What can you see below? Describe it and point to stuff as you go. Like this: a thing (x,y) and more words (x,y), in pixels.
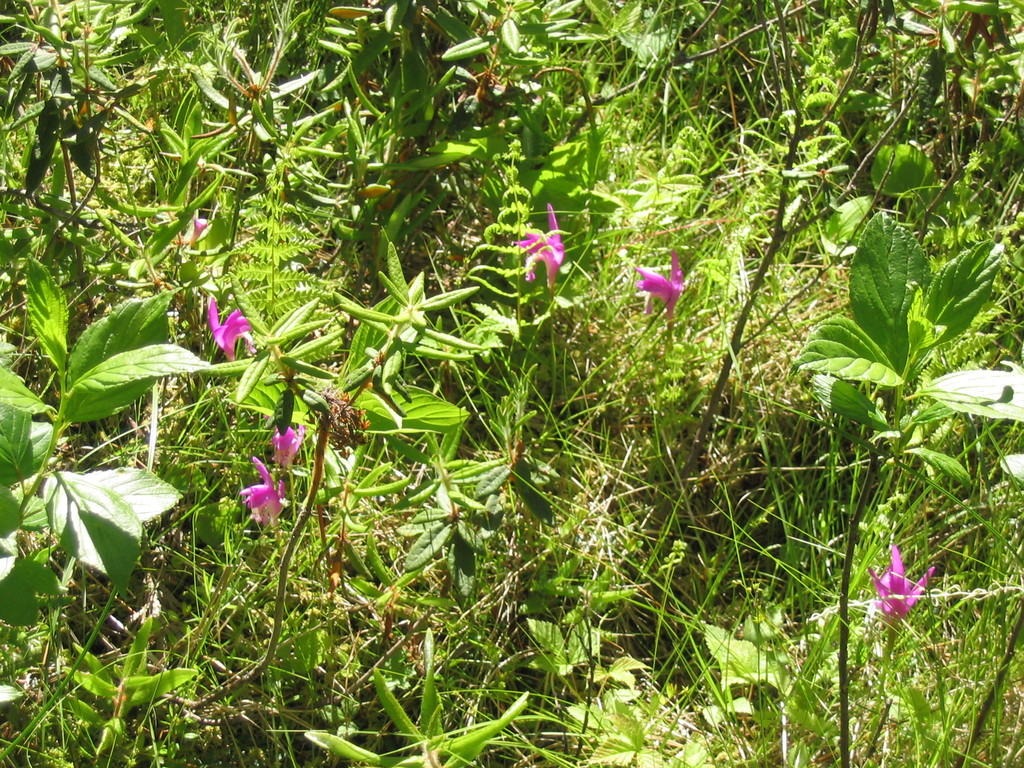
In this picture we can see plants (199,268) with the flowers (261,474) and behind the flowers (657,289) there is grass (250,462).
